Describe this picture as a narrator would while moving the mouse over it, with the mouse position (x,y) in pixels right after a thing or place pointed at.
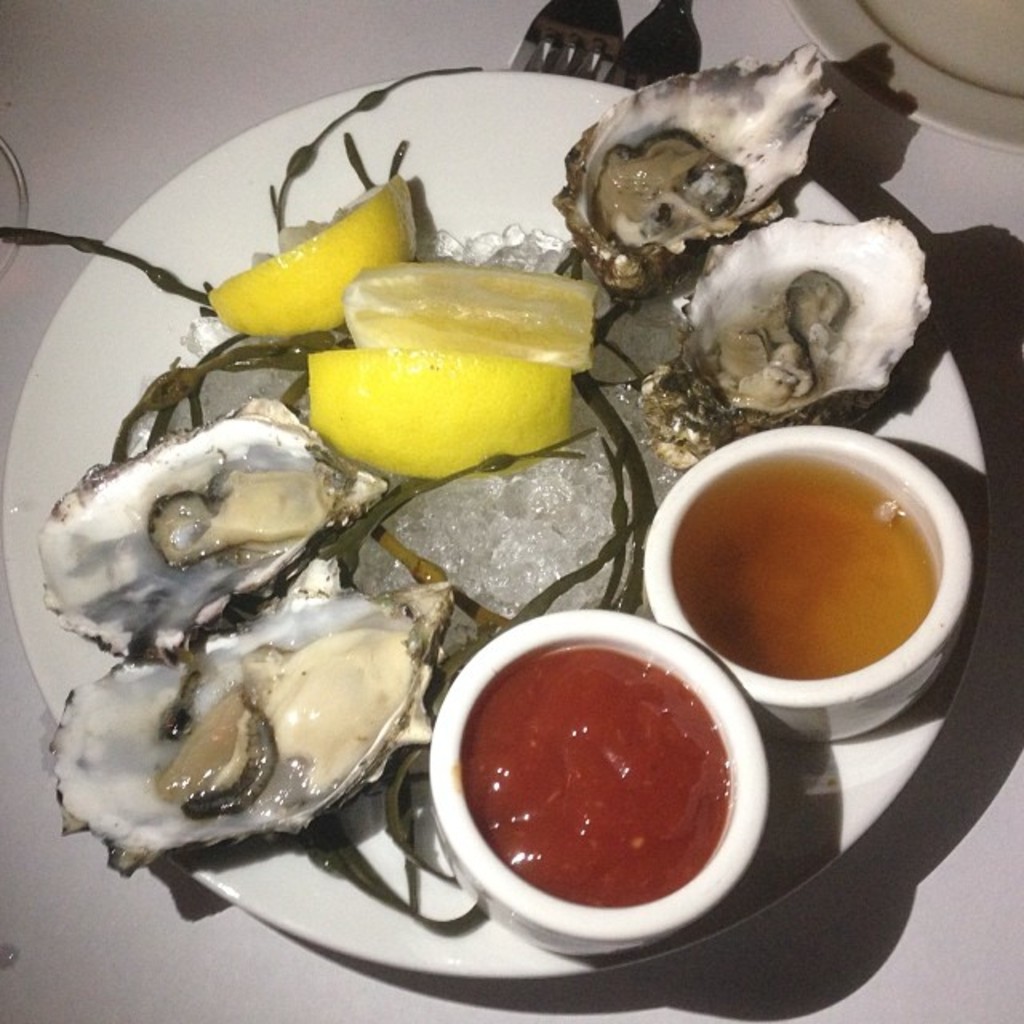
In this picture we can see a plate (874,759), bowls (928,624), oysters (624,232), forks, and food items (676,541) on a platform (1018,615).
